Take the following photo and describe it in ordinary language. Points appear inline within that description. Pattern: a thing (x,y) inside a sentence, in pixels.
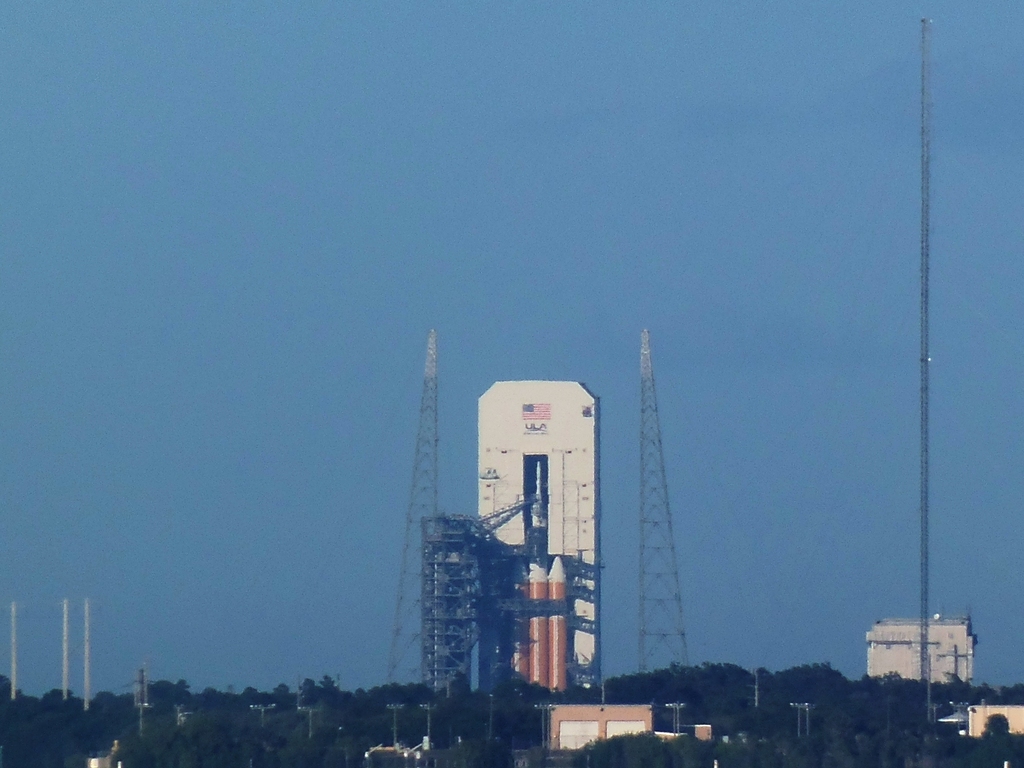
In this image we can see trees (883,715), buildings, poles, towers (645,510), there is a rocket launcher (527,583), rockets (543,582), also we can see the sky (679,241).
